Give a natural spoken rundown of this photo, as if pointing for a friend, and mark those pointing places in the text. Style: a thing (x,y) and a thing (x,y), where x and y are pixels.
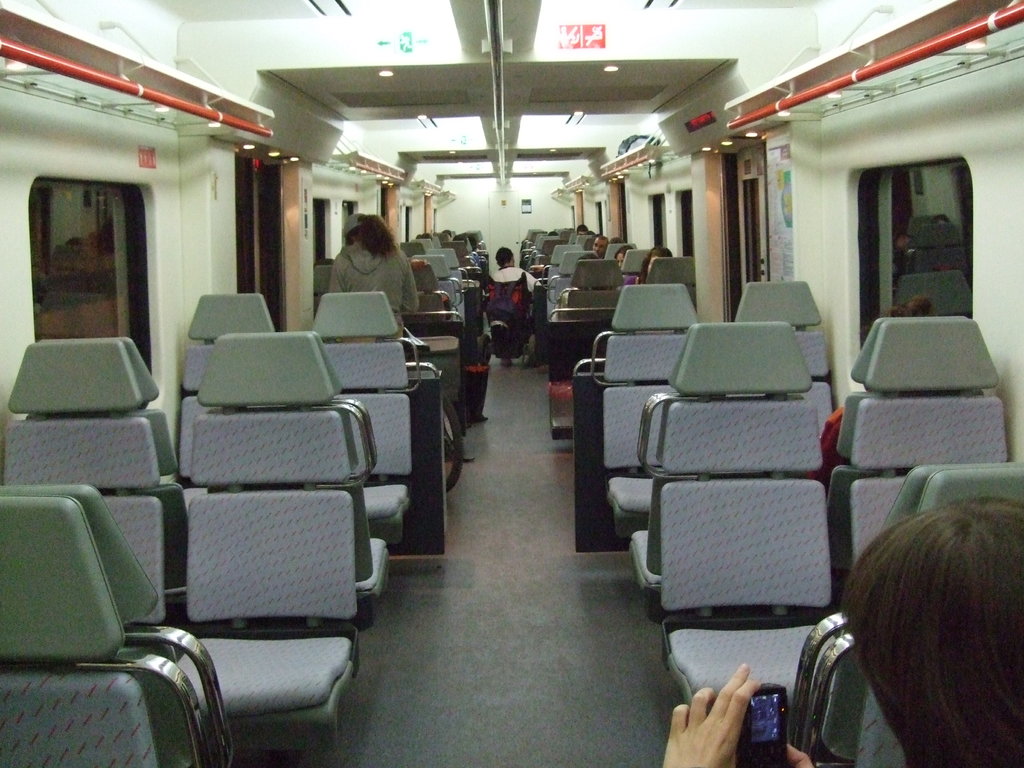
This image is taken inside the train (435,204). In this image there are a few people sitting in their seats (315,383), one of them is standing and on the right bottom side of the image (900,659) there is a person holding a mobile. On the left (51,223) and right side of the image (876,222) there are windows (51,223) and doors (738,232). At the top of the image (691,129) there are lights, rods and few sign boards (593,40).
